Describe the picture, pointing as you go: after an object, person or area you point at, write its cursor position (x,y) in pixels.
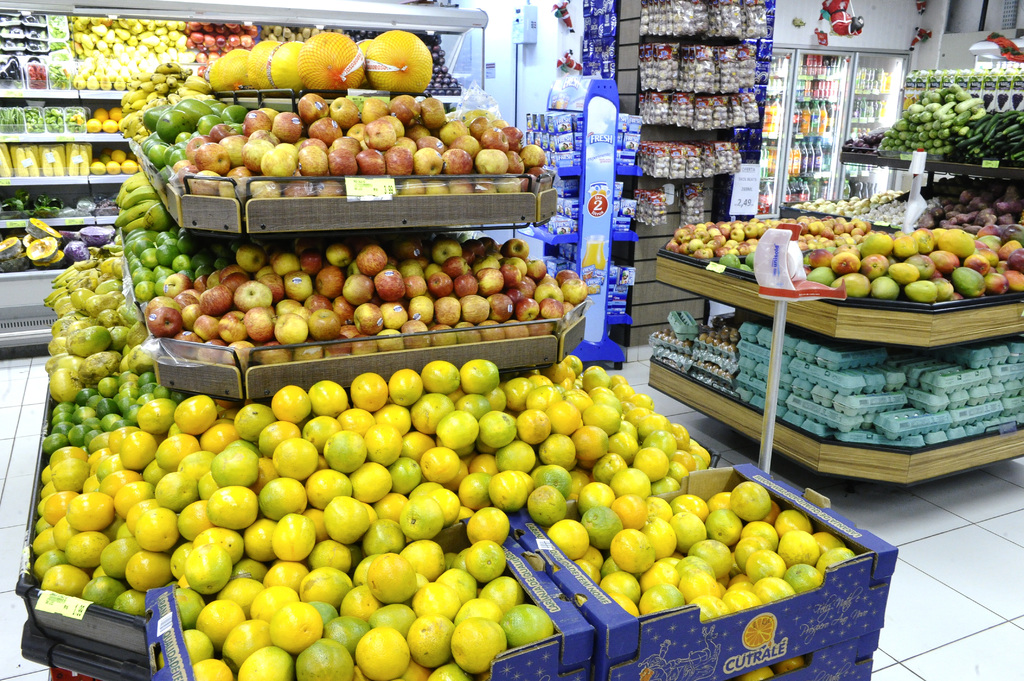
In this image there are fruits (377,403), there are fruits (446,389) truncated towards the bottom of the image (472,607), there is an object (747,621) truncated towards the bottom of the image (664,635), there are vegetables (951,126), there are objects (990,385) truncated towards the right of the image (1000,375), there are objects (680,23) truncated towards the top of the image (115,27), there are fruits (138,46) in the shelves (125,88), there is a wall (877,21) truncated towards the top of the image (893,22), there are objects (851,26) on the wall (885,33), there is a paper (744,193), there is text (741,205) on the paper (747,185), there is an object (782,346) on the floor (962,661), the floor (950,653) is truncated towards the bottom of the image (950,652), the floor (965,645) is truncated towards the right of the image (965,645), the floor (990,632) is truncated towards the left of the image (21,493).
